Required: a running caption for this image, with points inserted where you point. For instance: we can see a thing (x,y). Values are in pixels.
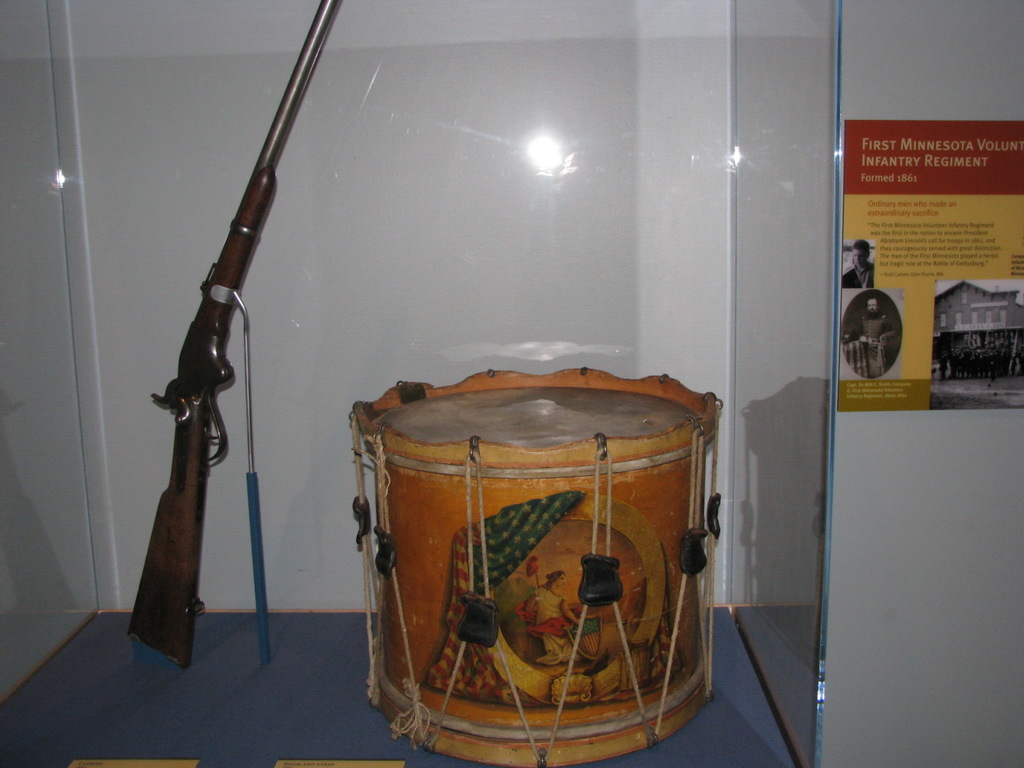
In this image in the center (455,408) there is a musical instrument (577,453). On the left side (217,342) there is a gun (210,314) and on the right side (753,347) there is a glass (831,303) and there is a poster (930,320) on the wall (268,398) with some text (900,254) and images (888,307) on it.
